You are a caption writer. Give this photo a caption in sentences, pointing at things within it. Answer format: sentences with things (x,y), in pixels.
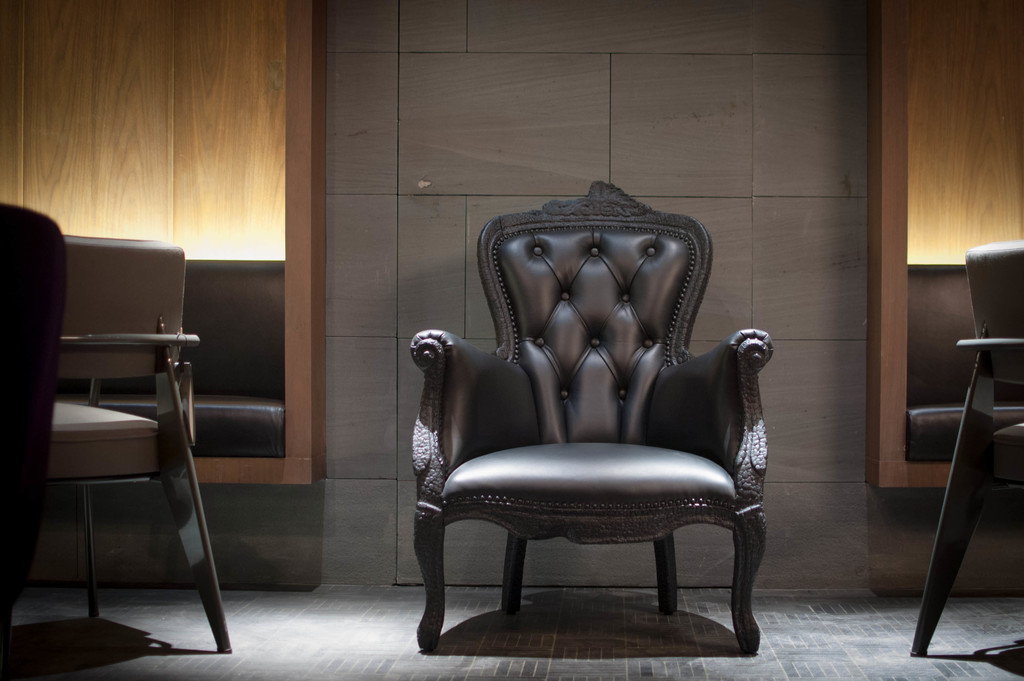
In this image, at the middle (576,416) there is a black color chair (605,388), at the right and left sides there are some chairs (84,445), in the background (451,98) there is a wooden wall (625,58).
